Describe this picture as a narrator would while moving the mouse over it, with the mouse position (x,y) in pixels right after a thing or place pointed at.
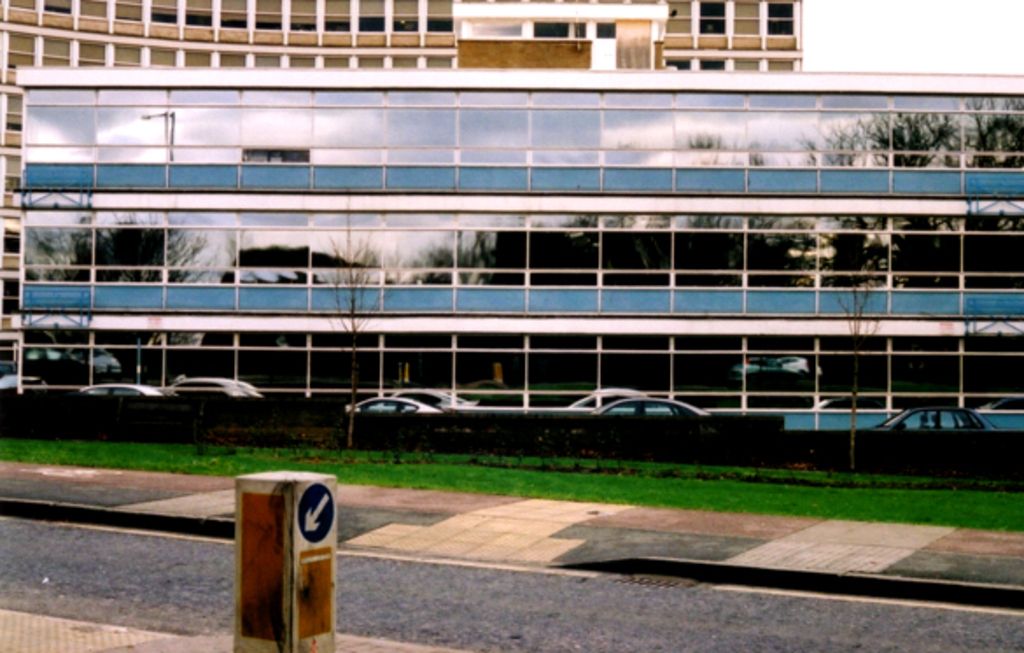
In this image we can see buildings (932,326), vehicles (891,422), a pillar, reflection (823,247) of trees (144,242) on the building (571,236) and the sky (874,56) in the background (895,31).
